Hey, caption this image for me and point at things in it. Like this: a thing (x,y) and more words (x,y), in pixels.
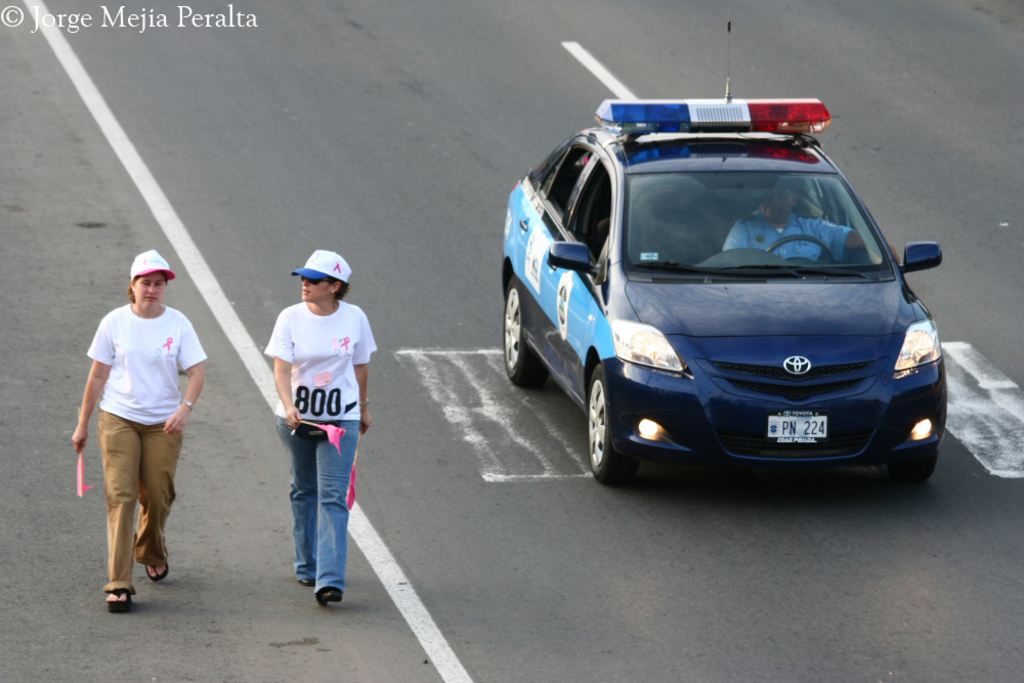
In this image there are two women (306,345) walking on the road (287,497). The woman (145,434) at the left side (151,397) is holding a pink colour paper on her hand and wearing a pink and white colour cap (151,267). In the center (349,429) the woman (329,410) is holding pink colour paper (339,443) on her hands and wearing a blue and white colour cap (329,272). At the right side (789,312) there is a police car (773,335) patrolling. On the driver seat (794,231) there is a driver (779,224) driving the car (779,243). In the background (433,60) road (391,60) is visible.
